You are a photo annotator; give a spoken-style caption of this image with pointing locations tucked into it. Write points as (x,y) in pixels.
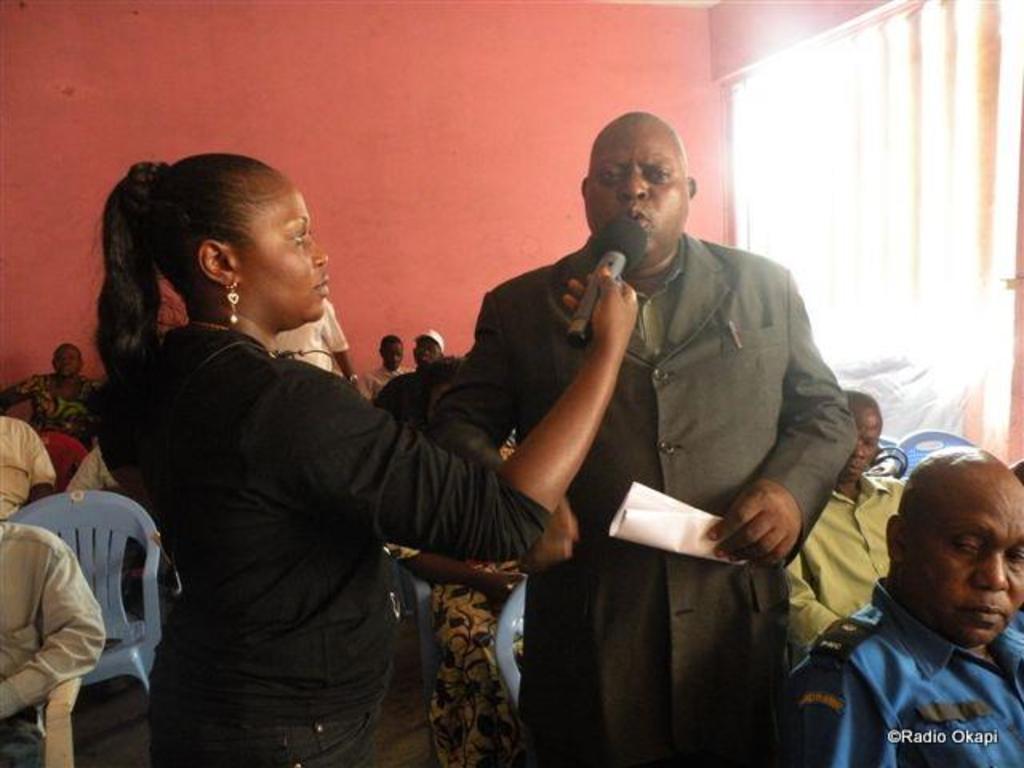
In the middle of the image (349,438) few persons (625,632) standing and she is holding a microphone (602,265) and he is holding a paper (674,515). Behind them few people (903,748) are sitting. At the top of the image (742,28) there is wall (753,58), on the wall (478,135) there is a window (836,94).
